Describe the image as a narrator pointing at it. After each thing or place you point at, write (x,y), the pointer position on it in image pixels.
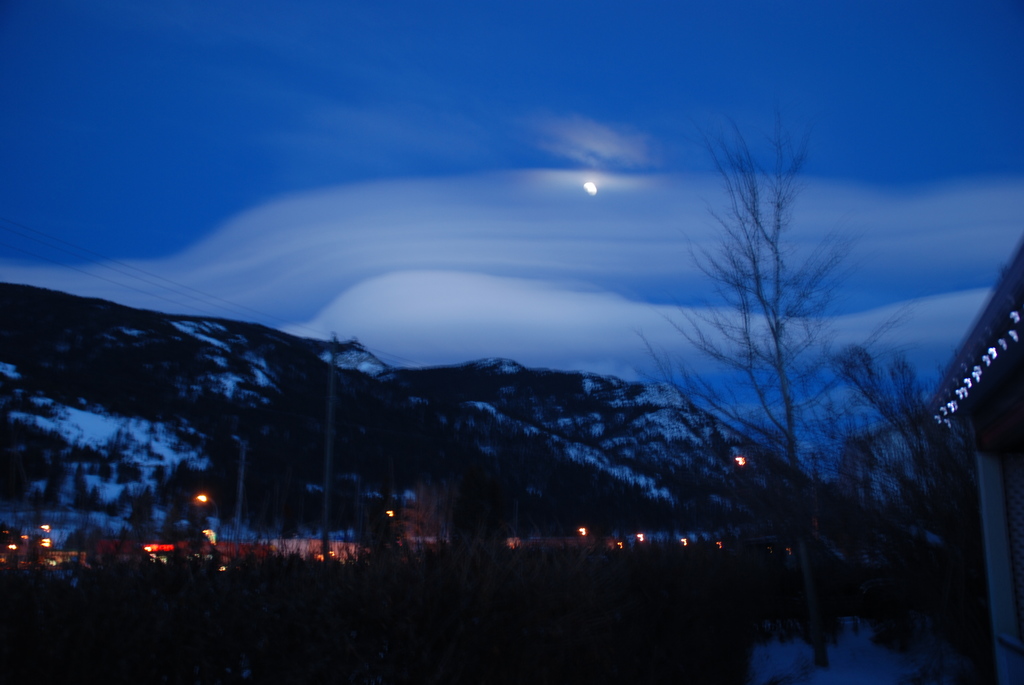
In the center of the image (422,456) there are hills (620,434). At the bottom (735,522) we can see trees (915,538), lights (204,497), poles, vehicles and snow (845,656). In the background (483,257) there is sky (500,246).
